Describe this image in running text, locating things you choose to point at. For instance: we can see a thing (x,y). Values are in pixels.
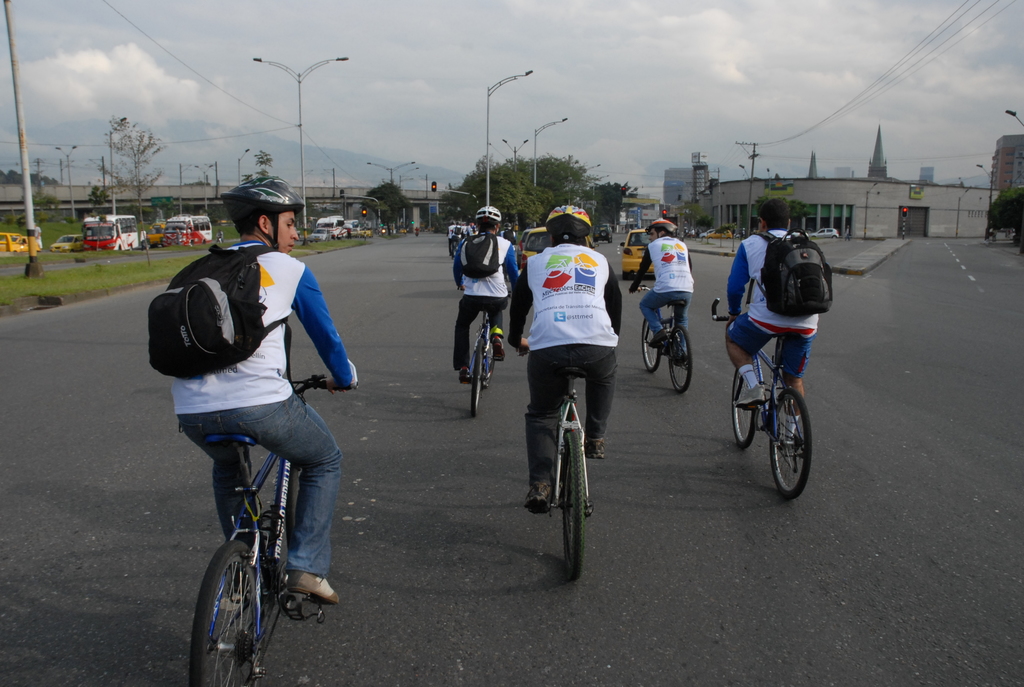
This picture describes about group of people (315,330) riding bicycles (573,529) on the road (596,512) in the background (69,241) we can see couple of vehicles (148,233), couple of poles (15,99), couple of trees (526,175) and couple of buildings (819,206).
